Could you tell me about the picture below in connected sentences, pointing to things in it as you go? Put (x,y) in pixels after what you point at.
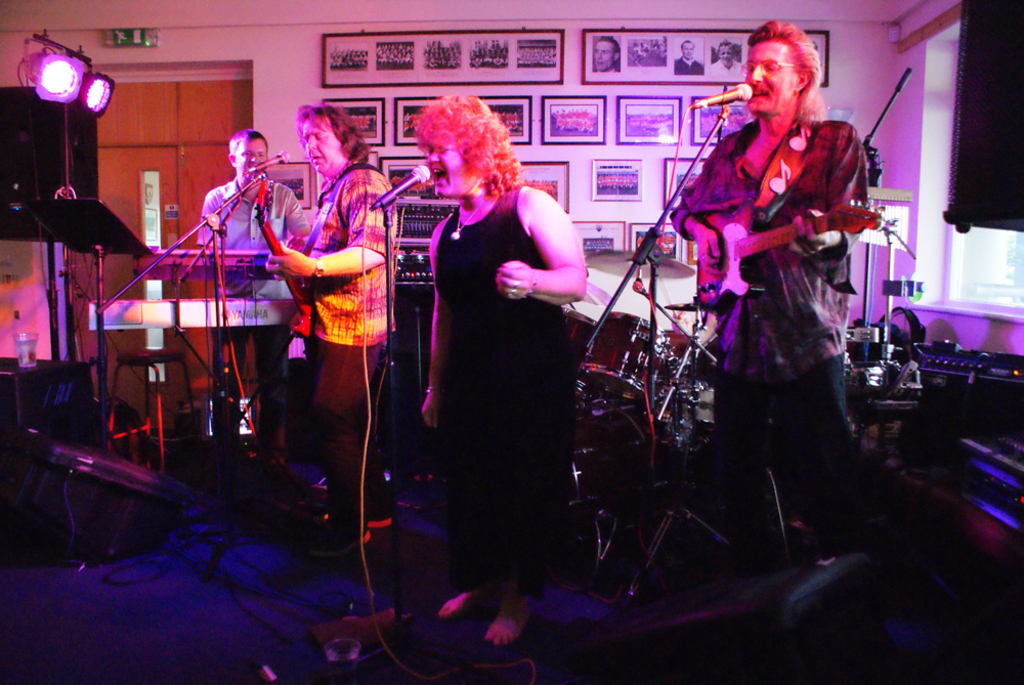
There are few persons (453,188) standing. Middle one (451,168) is singing as mouth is open. The right side person (798,33) is holding a guitar (727,271) having a mike stand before him. Left side person (275,407) there is a piano (134,314). Background (325,48) is covered with different pictures (376,125) of photo frames (392,183). Left side (41,61) few light stand (89,71) is there.
